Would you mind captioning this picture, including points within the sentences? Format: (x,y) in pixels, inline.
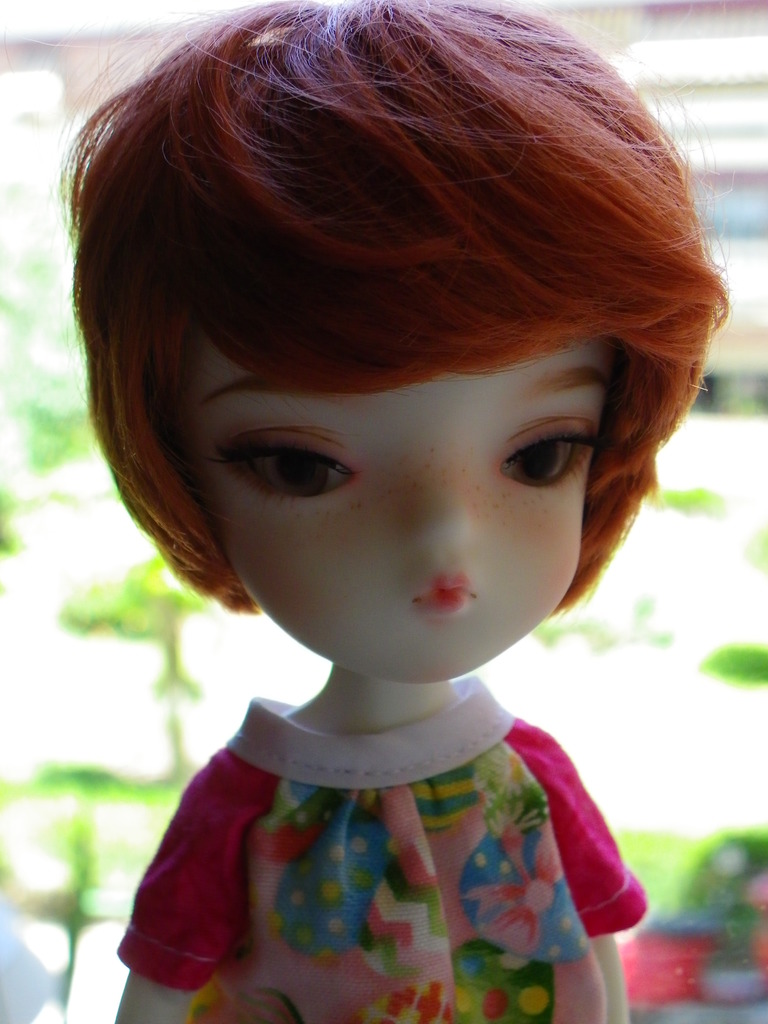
In front of the picture, we see a doll (419,656) in a pink dress (430,912). In the background (155,584), we see trees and buildings (690,139). This picture is blurred in the background (43,218).
